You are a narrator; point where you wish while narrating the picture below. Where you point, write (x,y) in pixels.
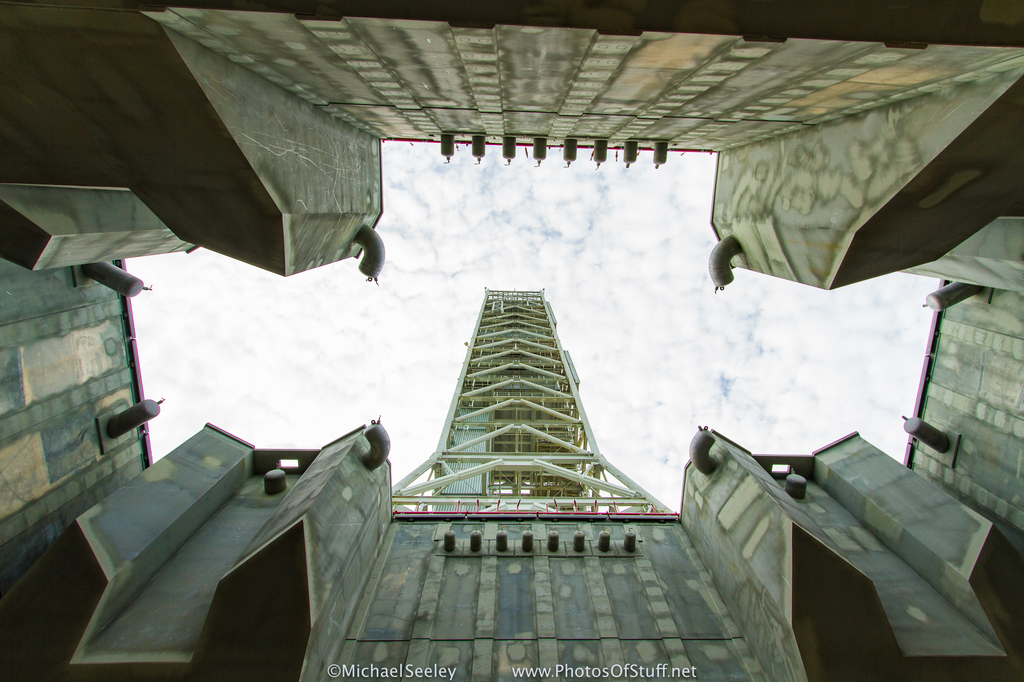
In this image we can see a tower (500,424), pipes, iron grills (473,416) and sky (404,352) with clouds (640,410).
